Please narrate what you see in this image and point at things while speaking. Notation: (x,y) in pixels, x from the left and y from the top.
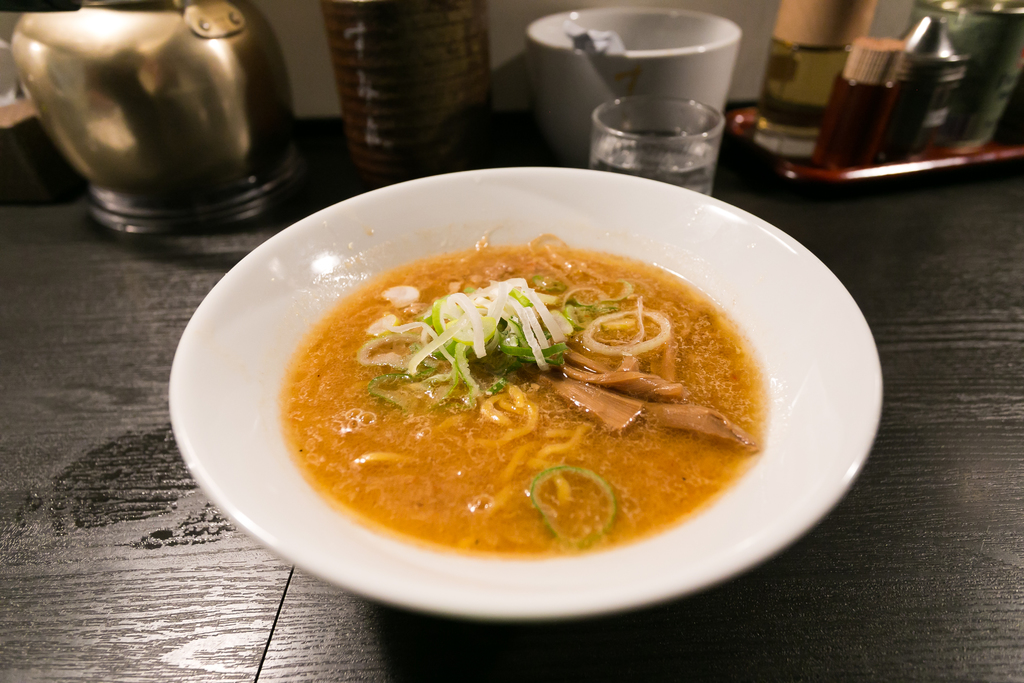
In this image, we can see a plate (800,385) contains some food (454,367). There is a kettle (160,71) in the top left of the image (170,58). There is a cup (692,47) and glass (593,131) at the top of the image (698,122). There are bottles (814,117) in the top right of the image (987,118).
